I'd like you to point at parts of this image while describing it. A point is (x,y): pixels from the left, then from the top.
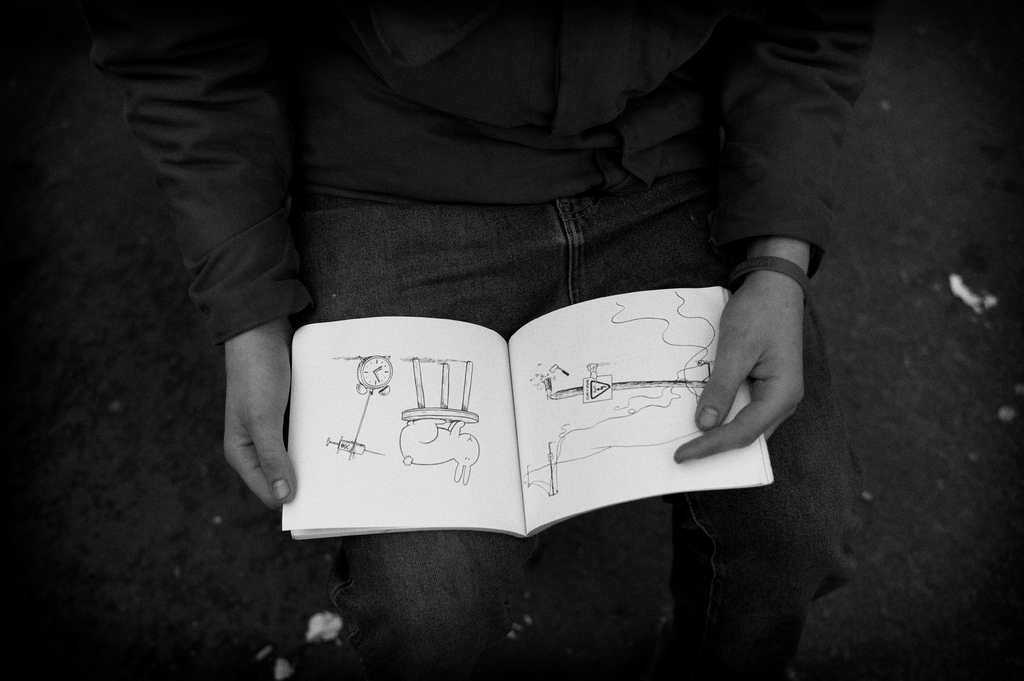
In this picture there is a person (472,214) holding a book (472,465) in his hand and there are drawings (421,402) in the book (459,397). There are objects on the ground (69,605) which are white in colour.
